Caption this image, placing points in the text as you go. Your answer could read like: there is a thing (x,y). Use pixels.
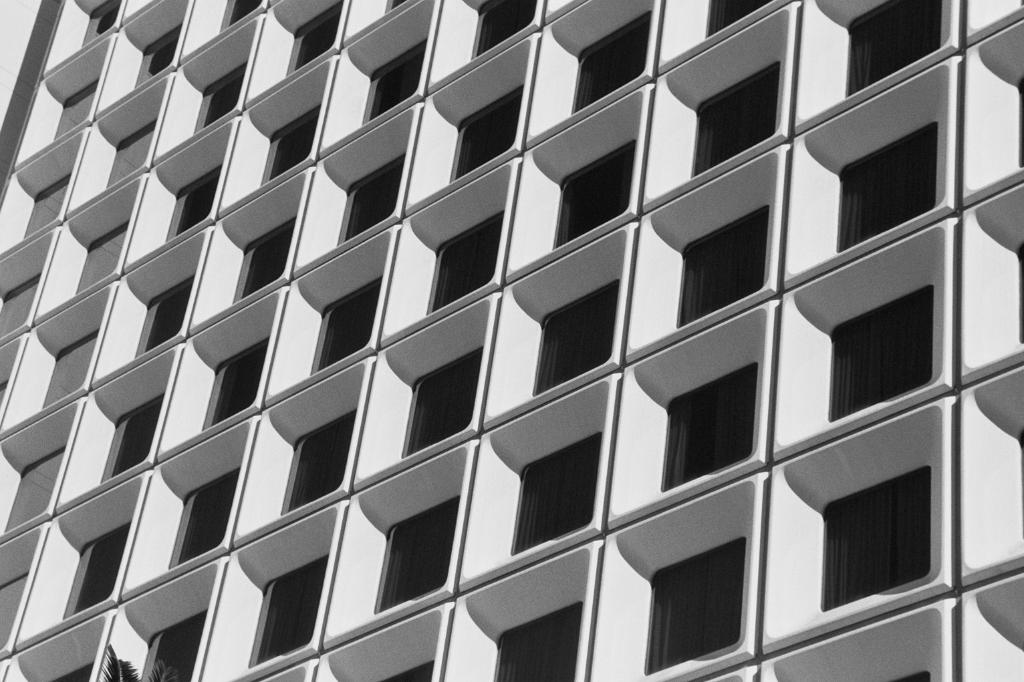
In this image we can see a building (632,496) with some windows (705,559). On the bottom (173,672) we can see some leaves (126,669) of a tree (112,656).
